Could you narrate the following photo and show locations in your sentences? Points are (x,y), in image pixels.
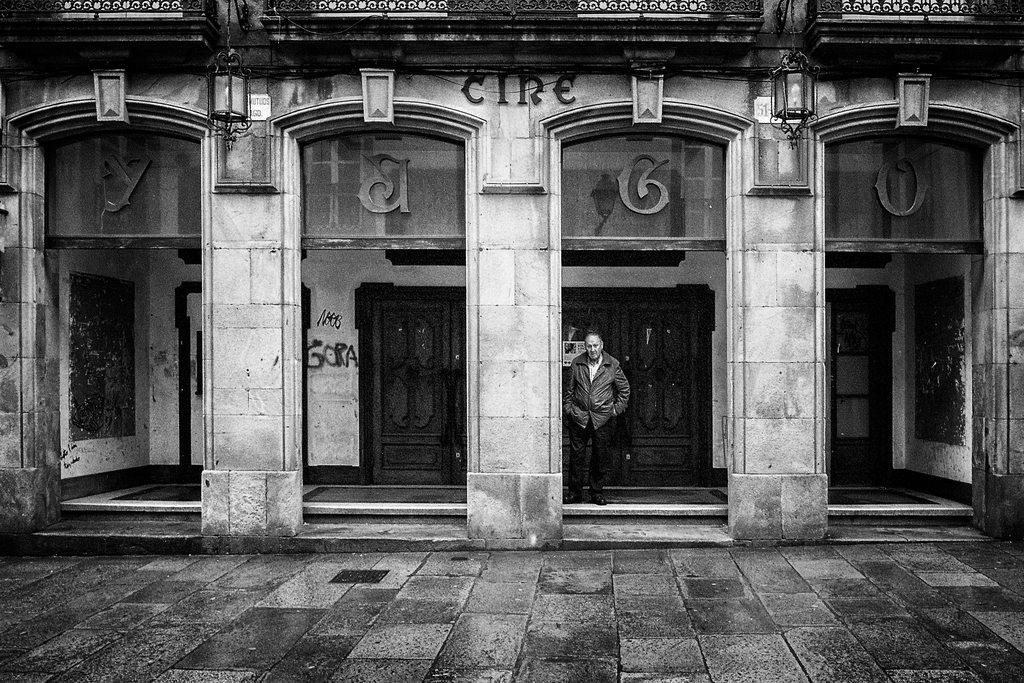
In this picture we can see a building (495,90), there is a man (587,417) standing here, we can see doors (417,363) here.
